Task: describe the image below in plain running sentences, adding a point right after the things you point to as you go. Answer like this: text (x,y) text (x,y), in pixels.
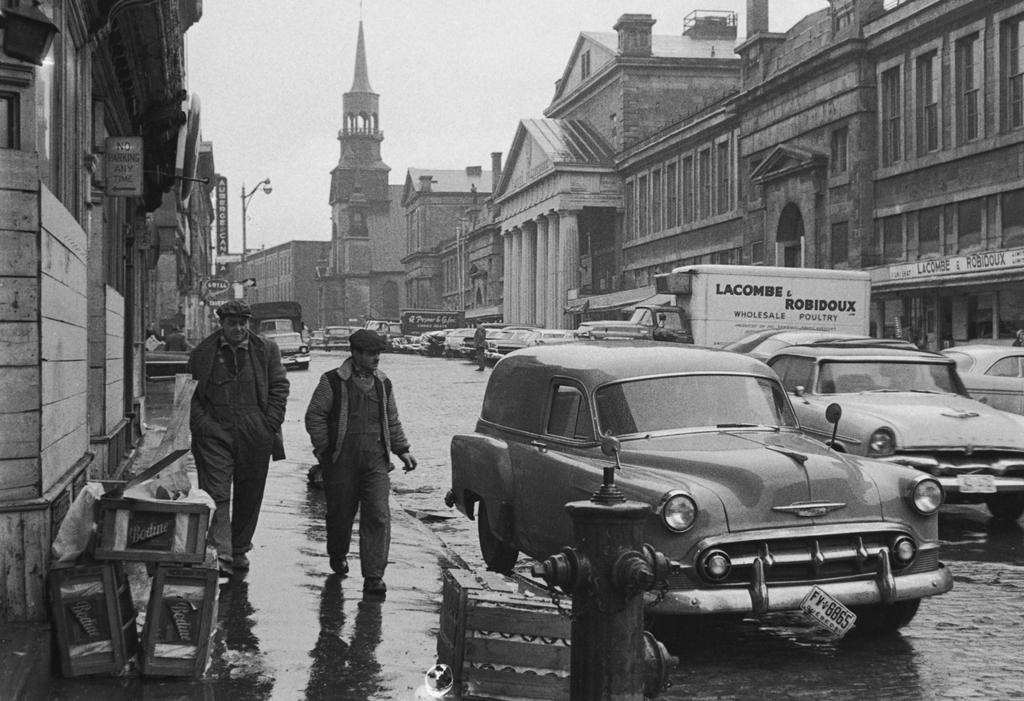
This is a black and white image. In the center of the image (613,425) we can see vehicles (600,392) on the road (487,361). On the right side of the image (786,41) there are buildings (492,255) and vehicles (873,348). On the left side of the image (154,10) there are buildings (46,393), persons (215,395), vehicles (290,333) and pole (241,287). In the background (448,116) there is a sky (279,102).
